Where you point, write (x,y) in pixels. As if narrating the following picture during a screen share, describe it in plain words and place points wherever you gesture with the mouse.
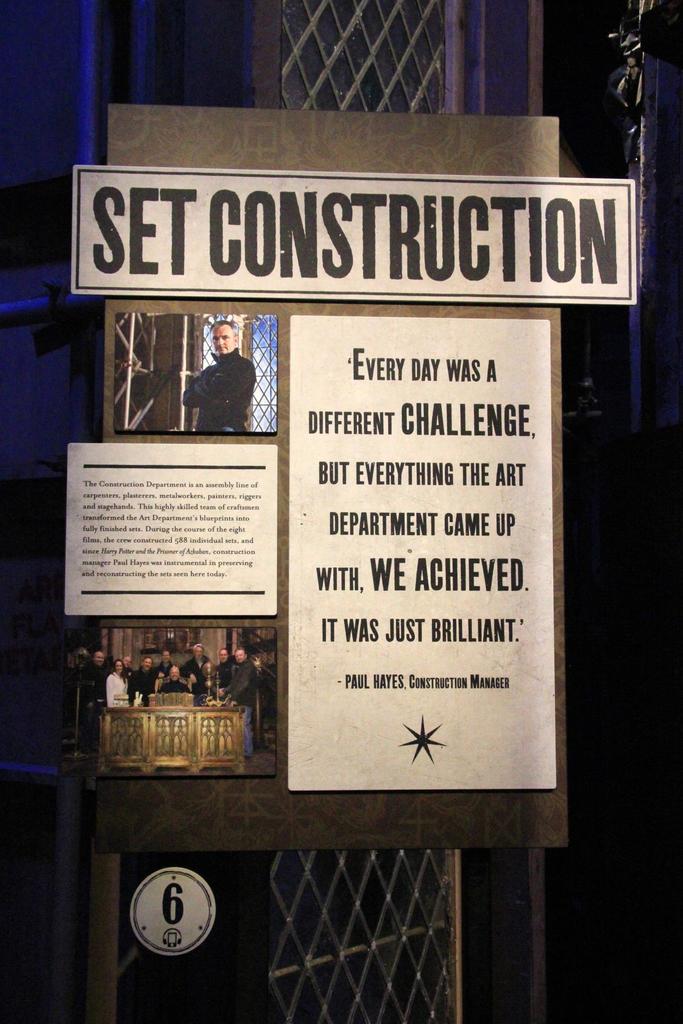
In the picture I can see a board (388,575) which has some photos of people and something written on it. I can also see some objects (103,878) in the background (440,67).
